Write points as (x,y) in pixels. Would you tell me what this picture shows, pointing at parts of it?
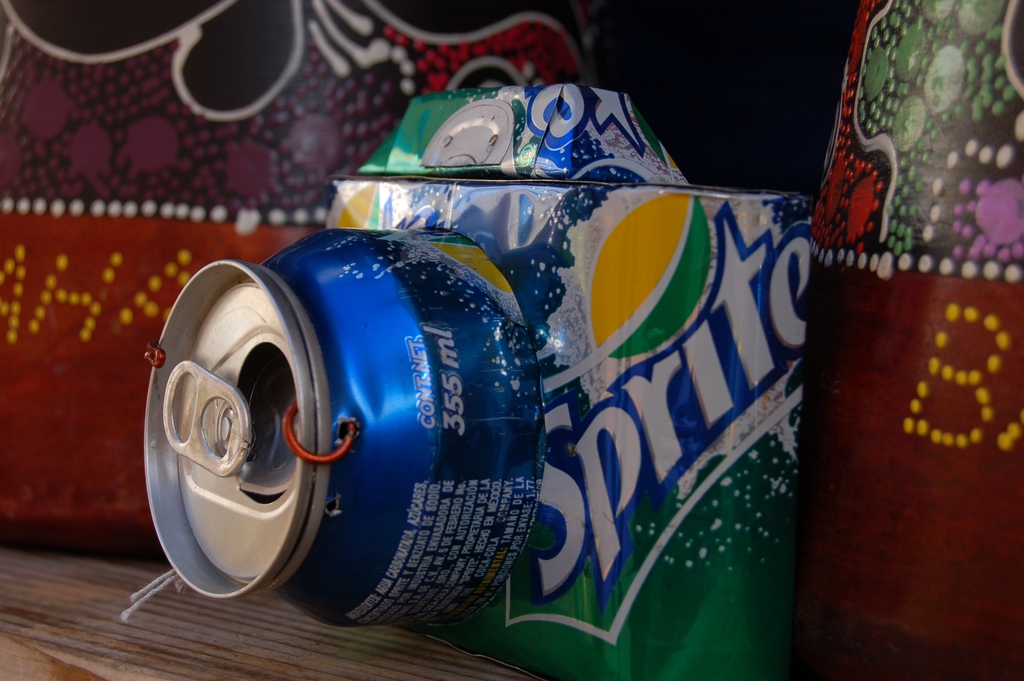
In this picture, I can see a sprite can (452,374) with some painting (48,21) on the pots (874,51).
